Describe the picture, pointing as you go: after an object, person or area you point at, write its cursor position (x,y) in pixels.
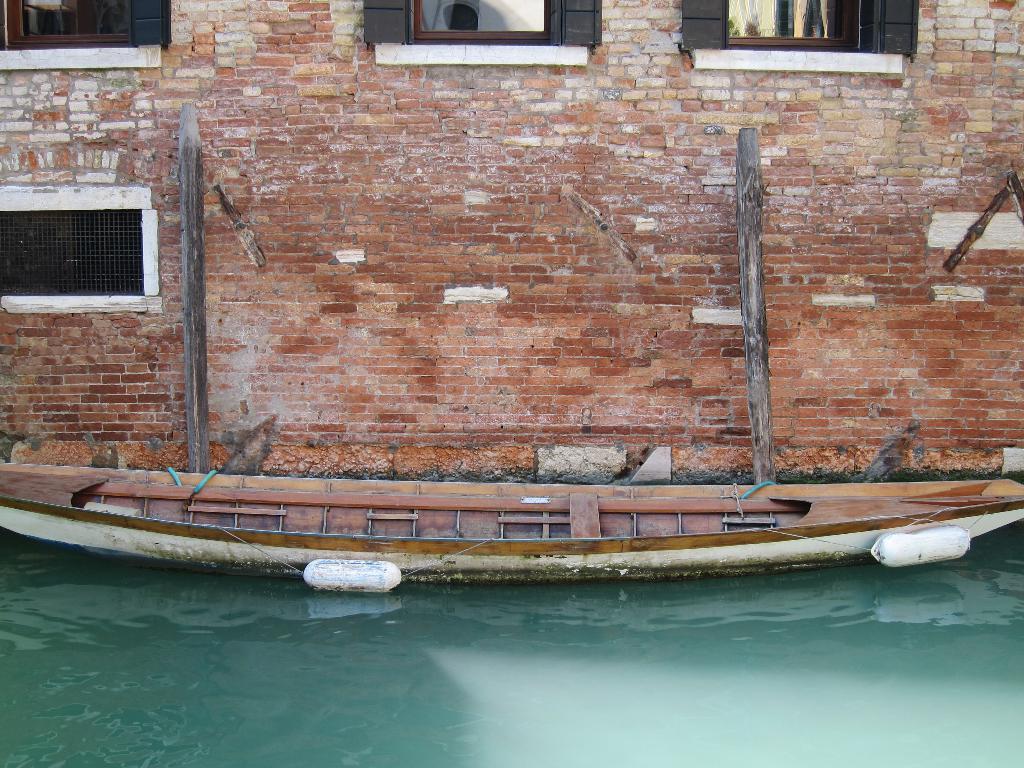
In this picture we can see a boat (876,542) on water (543,616), wooden poles (191,169), brick wall (563,392) and in the background (878,14) we can see windows (841,5).
